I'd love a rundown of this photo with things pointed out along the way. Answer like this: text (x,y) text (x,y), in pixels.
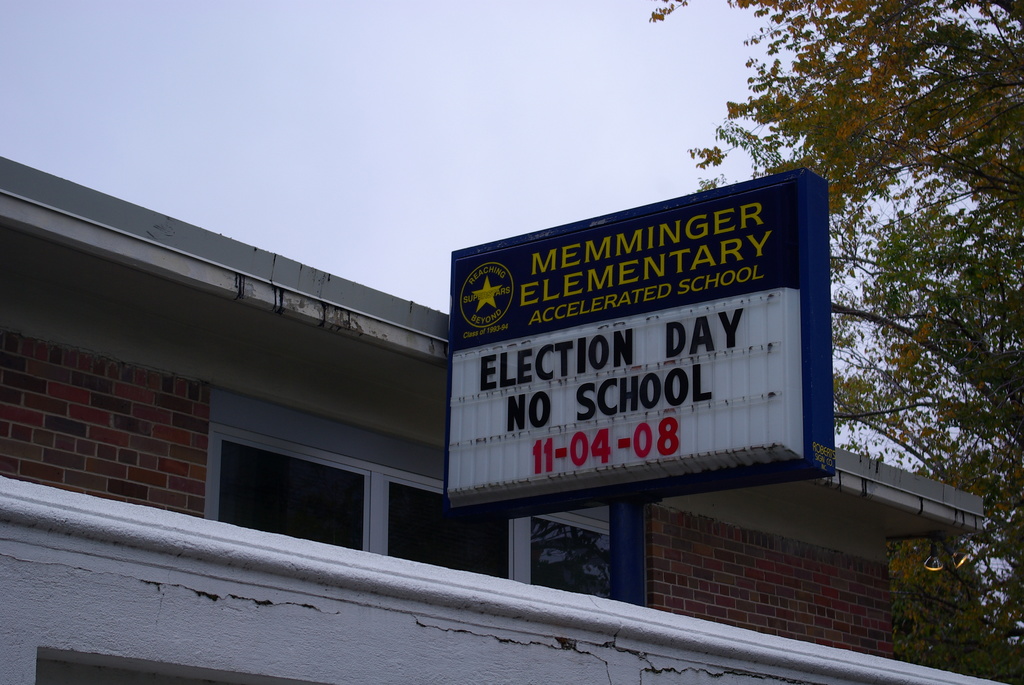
This image consists of a building (439,549). In the front (411,553), we can see a window (391,533) and a board (775,383) in blue color. On the right (916,299), there is a tree (778,117). At the top (293,151), there is a sky (260,203).
